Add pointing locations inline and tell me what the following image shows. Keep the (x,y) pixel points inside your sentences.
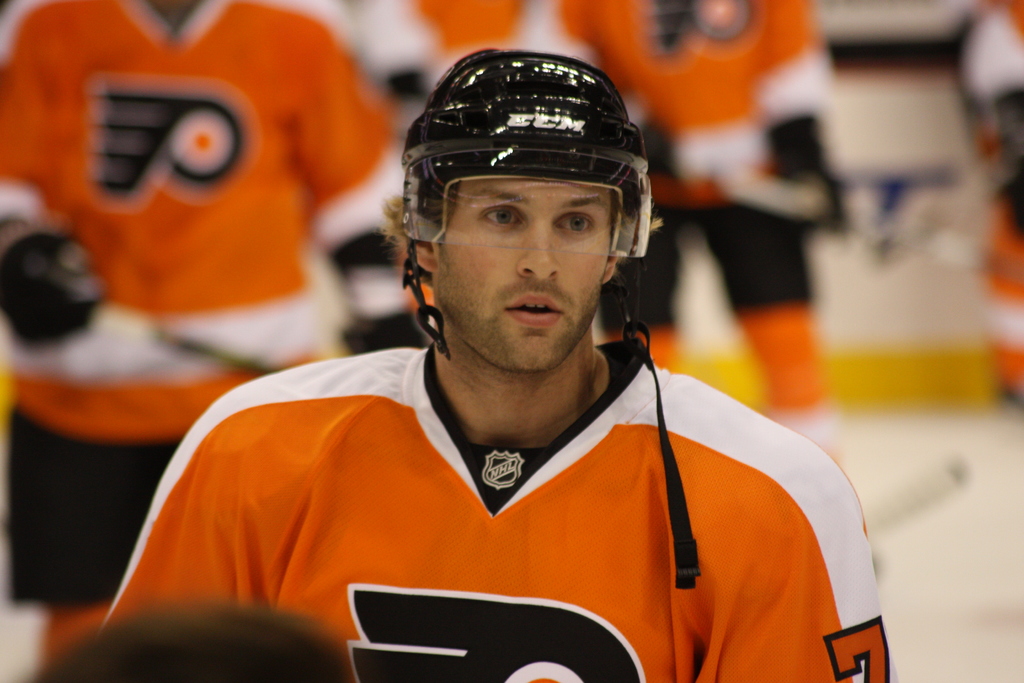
In this picture we can see a man (670,674) wore a helmet (532,88) and in the background (263,285) we can see some persons (809,40) and it is blur.
